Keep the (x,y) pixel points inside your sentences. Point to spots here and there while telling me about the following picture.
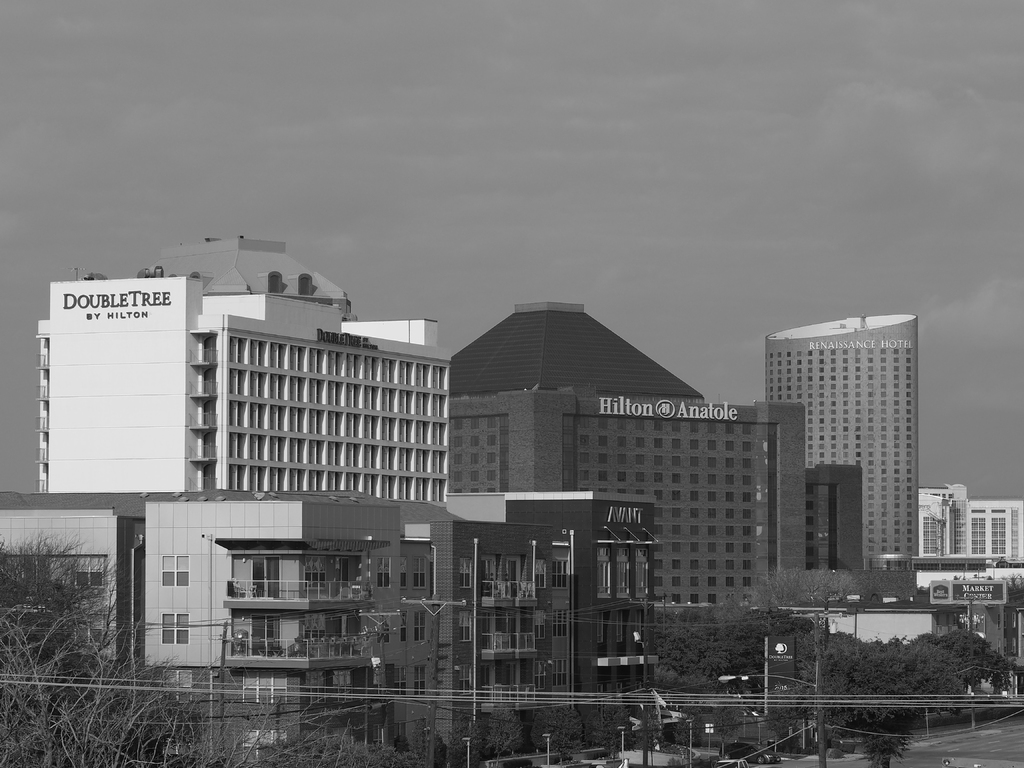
This is the picture of a city (372,512). In this image there are buildings (427,437), trees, poles (222,722) and wires (560,615). At the bottom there is a vehicle (742,762) on the road (956,735). At the top (499,146) there is sky (502,104) and there are clouds (650,153) and there is a text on the buildings (566,429).
